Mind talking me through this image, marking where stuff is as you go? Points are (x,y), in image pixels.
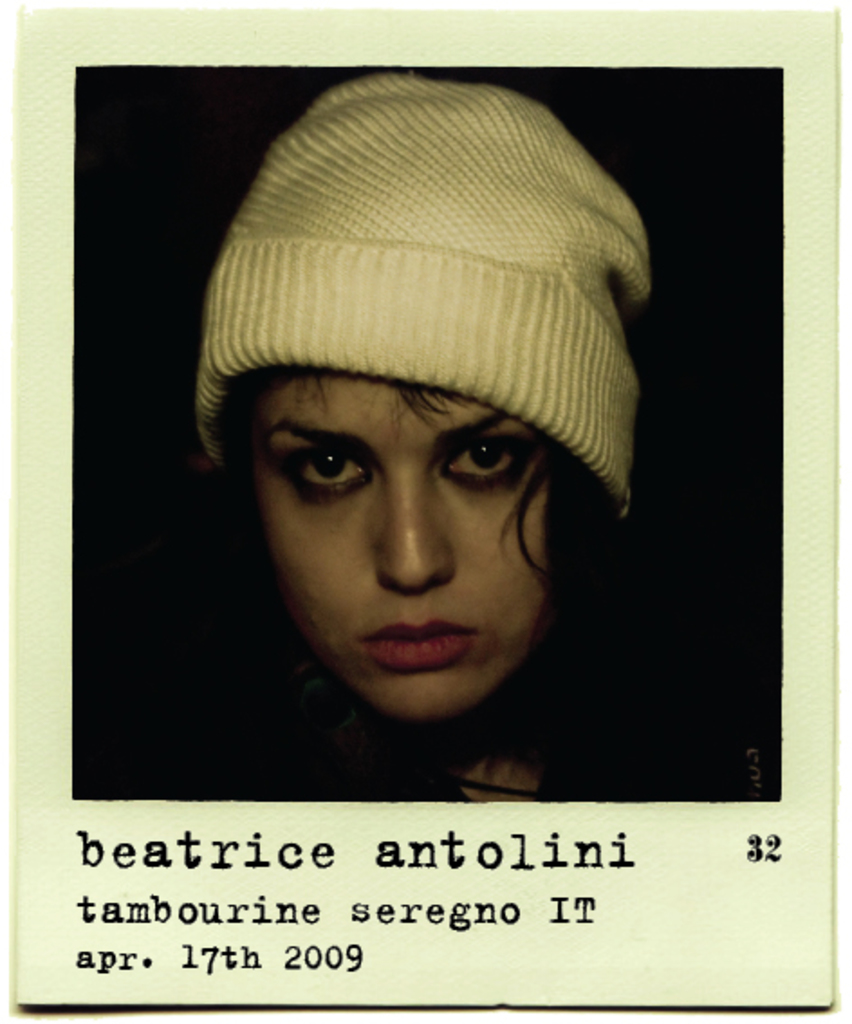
In this image I can see a picture of a woman (470,479) and I can see she is wearing a cream colour cap (446,106). On the bottom side of the image (256,853) I can see something is written.
